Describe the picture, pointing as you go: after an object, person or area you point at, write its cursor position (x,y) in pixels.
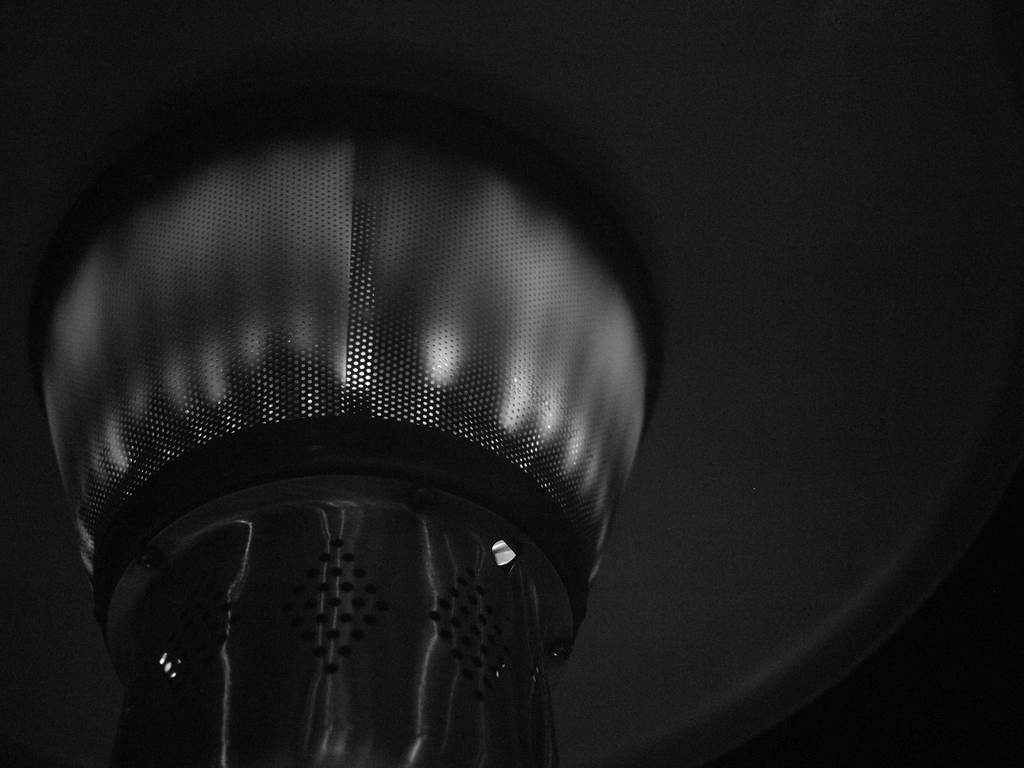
This is a close up image of a lamp (435,508).
